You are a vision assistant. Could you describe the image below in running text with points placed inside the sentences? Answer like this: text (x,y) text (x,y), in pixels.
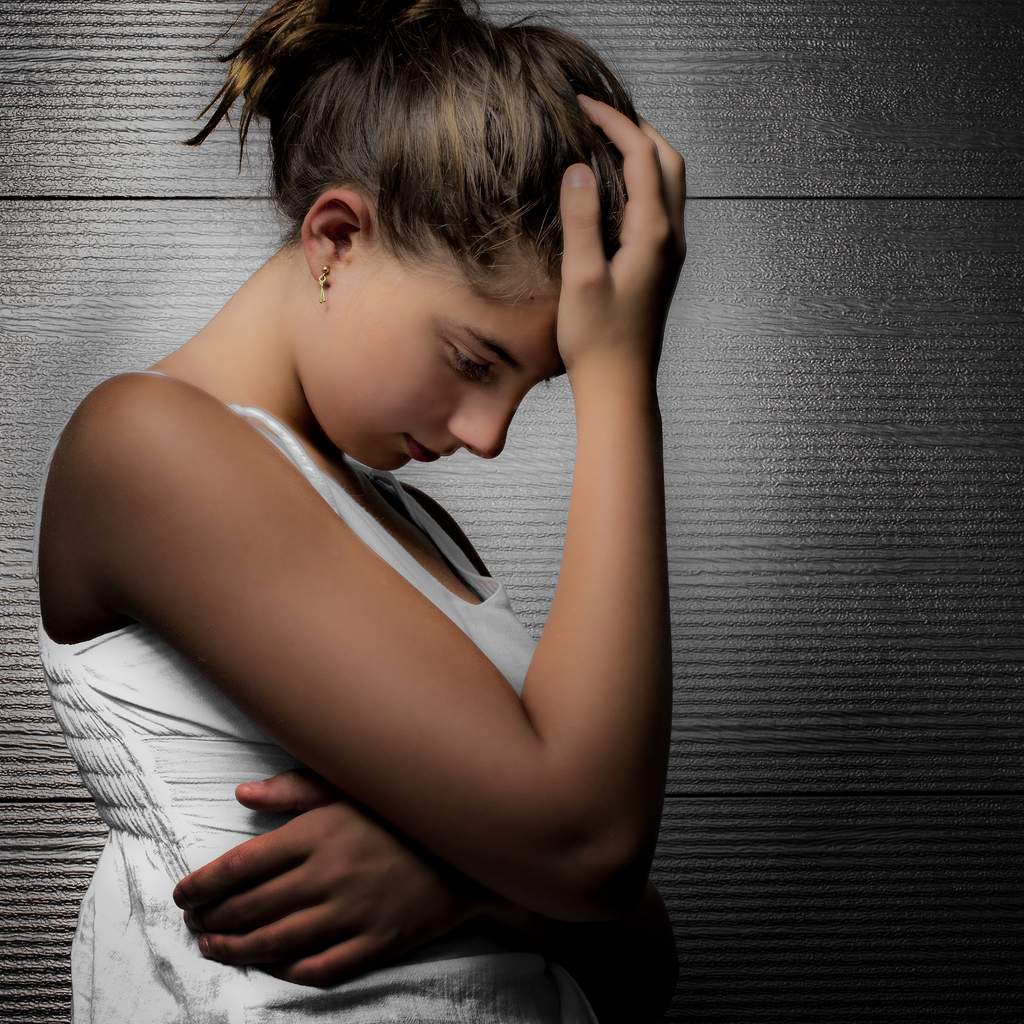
In this image, we can see a woman (386,712) in white dress (432,521). She kept her hand (591,256) on her head (504,180). Background (724,180) we can see ash color wall (851,788).
